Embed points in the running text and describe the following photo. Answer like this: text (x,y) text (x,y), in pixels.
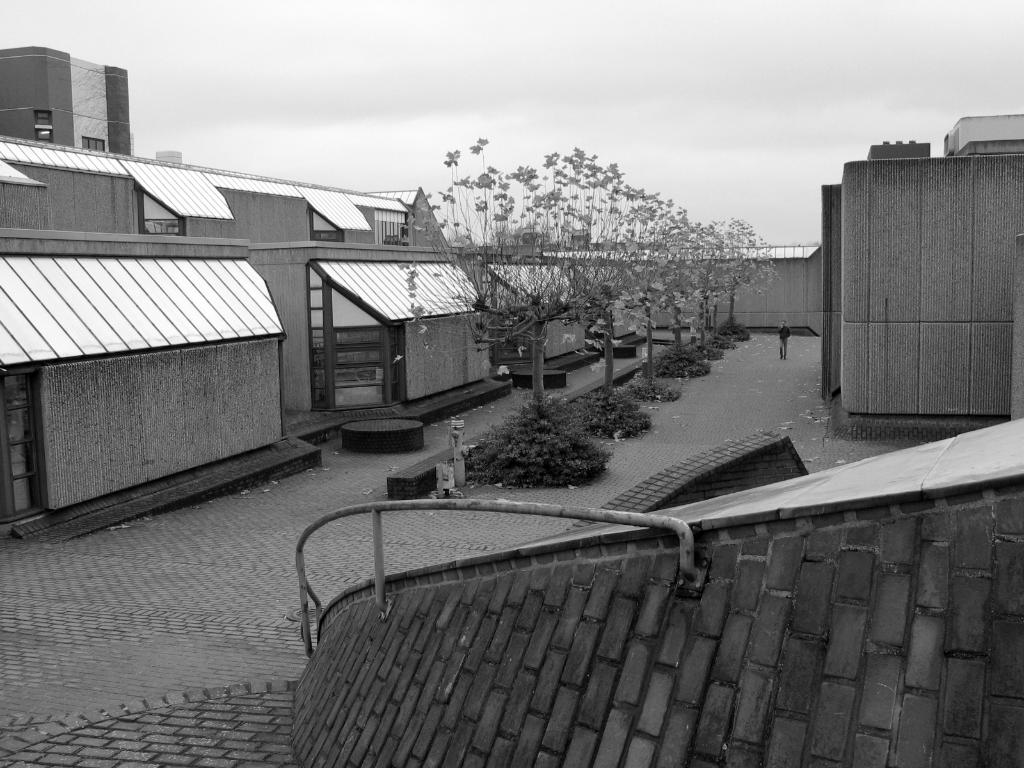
In this image I can see a fence (409,505) at the front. There are trees (647,302) and a person (782,336) is present at the center (674,296). There are buildings (837,270) and this is a black and white image.
